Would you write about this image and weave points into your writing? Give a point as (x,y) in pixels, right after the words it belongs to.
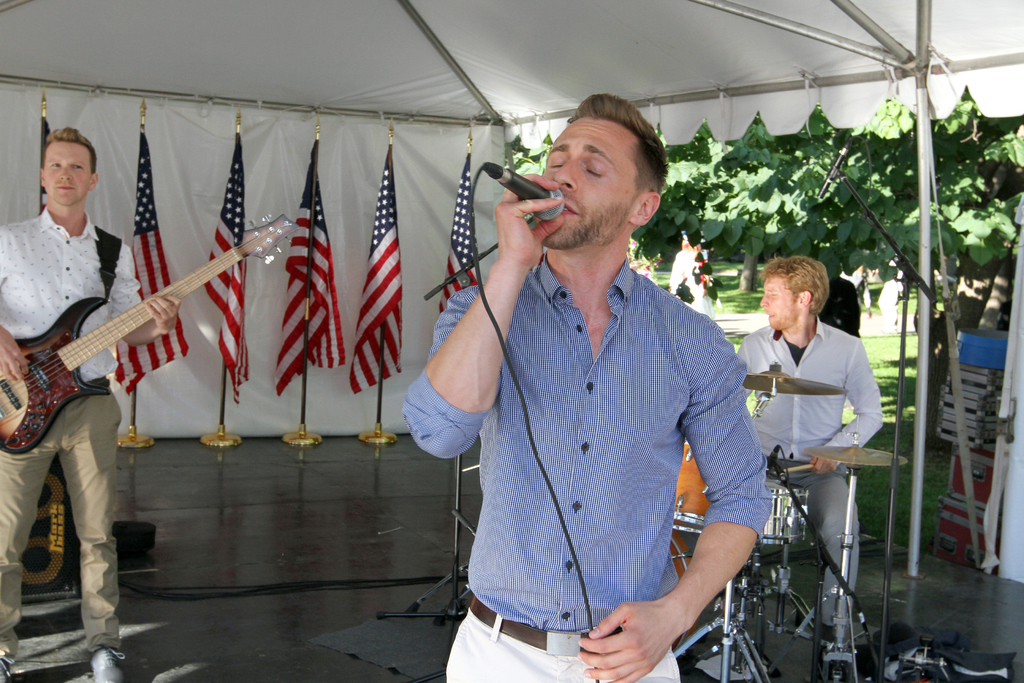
There is a man (579,258). He is standing. He is wearing a shirt (582,434), belt (561,647) and pant (544,670). He is holding a mic (495,173). On the left hand side (87,245), there is a person (41,274). He is holding a guitar (54,371). On the right hand side (809,331), there is a man (809,331). He is sitting and playing drums (804,381). In the background (468,130), there is a flag (231,196), tent (384,54), tree (802,168) and grass (886,369).
